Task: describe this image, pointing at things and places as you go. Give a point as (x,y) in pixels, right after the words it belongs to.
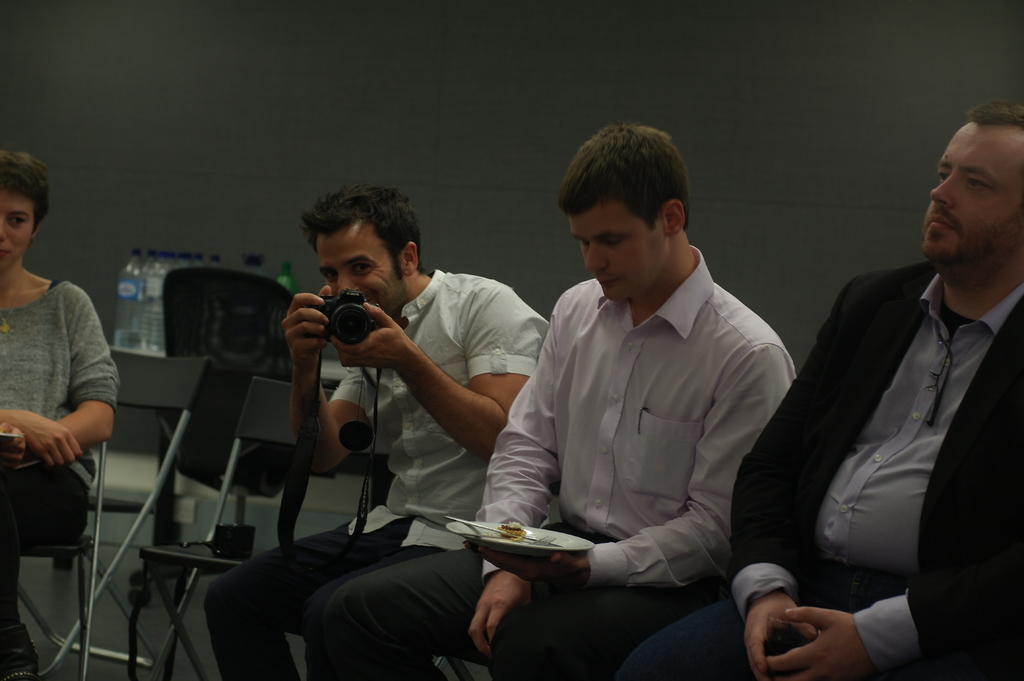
There are people (572,363) sitting on chairs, this man (323,540) holding a camera (331,317) and this man (586,492) holding a plate (510,547) with fork (528,541) and food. We can see object (213,548) on a chair (178,576). In the background (133,325) we can see bottles (143,323) on the surface (128,353) and wall (644,57).
